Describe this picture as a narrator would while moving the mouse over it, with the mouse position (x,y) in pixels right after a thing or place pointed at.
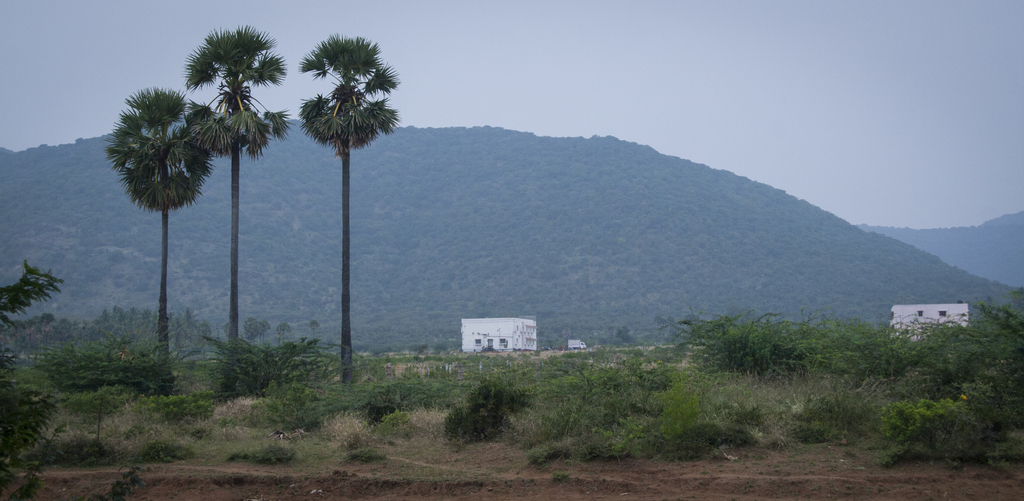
In this image I can see number of plants (316,396) and few trees (210,176) in the front (486,441). In the background (516,299) I can see few buildings (527,330), mountains (703,254) and the sky (674,61).
